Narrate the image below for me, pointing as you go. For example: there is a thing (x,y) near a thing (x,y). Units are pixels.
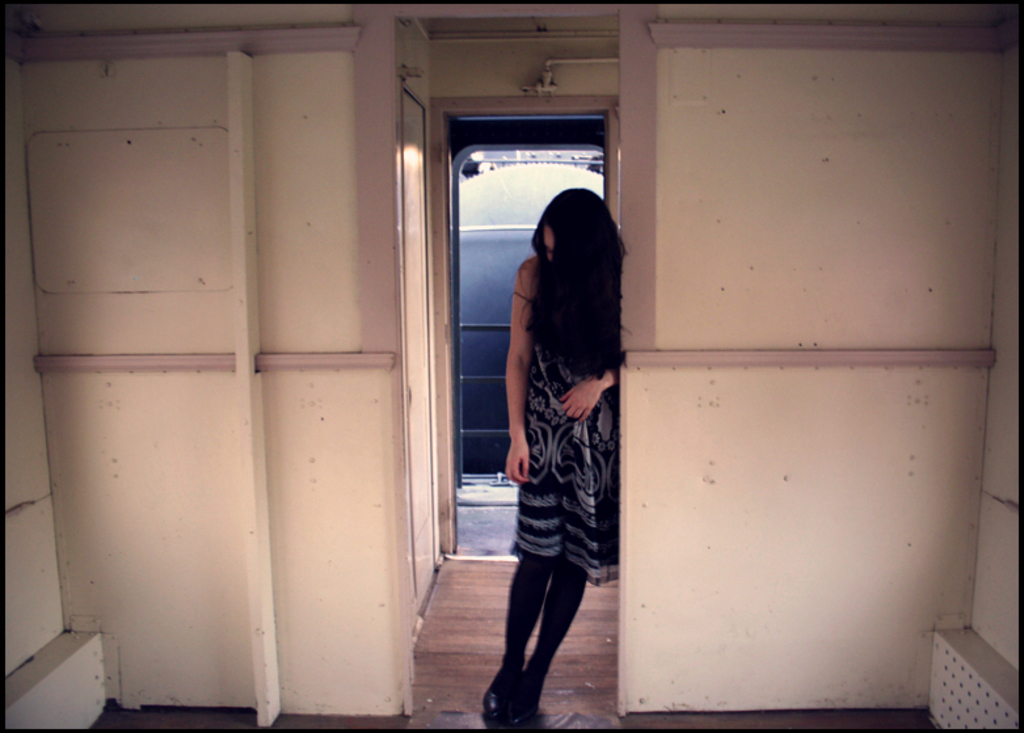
In the center of the image (604,249), we can see a lady (564,355) standing and in the background (321,535), there is a wall (373,373) and at the bottom (455,664), there is a floor (455,660). At the top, we can see pipes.
